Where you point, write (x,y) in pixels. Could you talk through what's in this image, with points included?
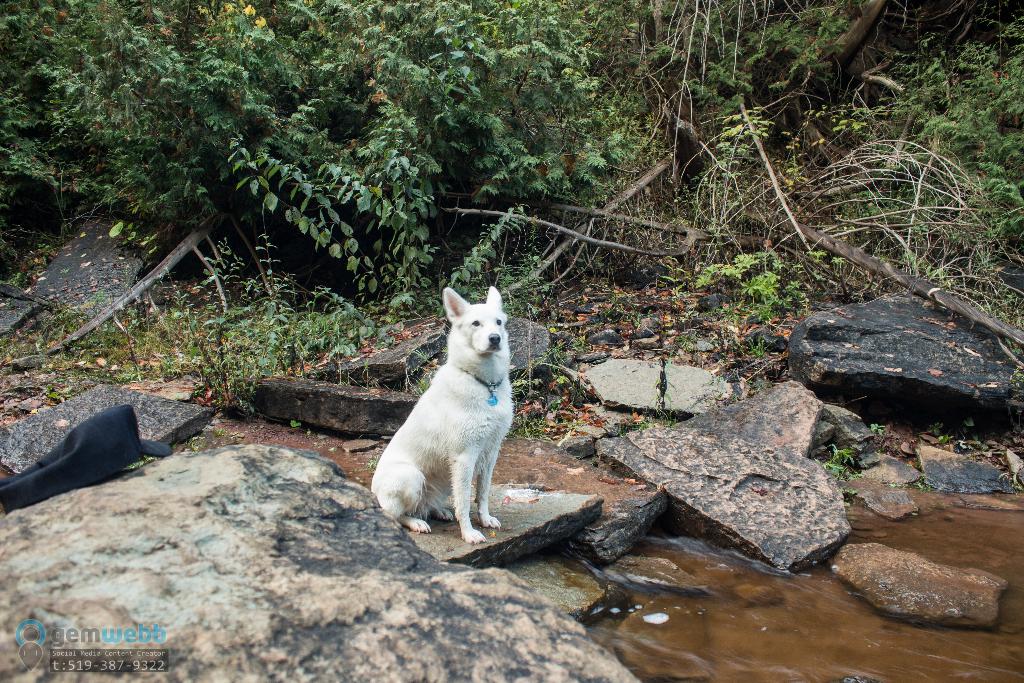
In the center of the image (494,404) we can see a dog (462,403) with neck band (496,386) on the ground (465,544). In the foreground (578,544) we can see water (840,652), group of rocks (880,581). In the background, we can see a group of trees (160,160). At the bottom (76,653) we can see some text (93,650) and numbers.
